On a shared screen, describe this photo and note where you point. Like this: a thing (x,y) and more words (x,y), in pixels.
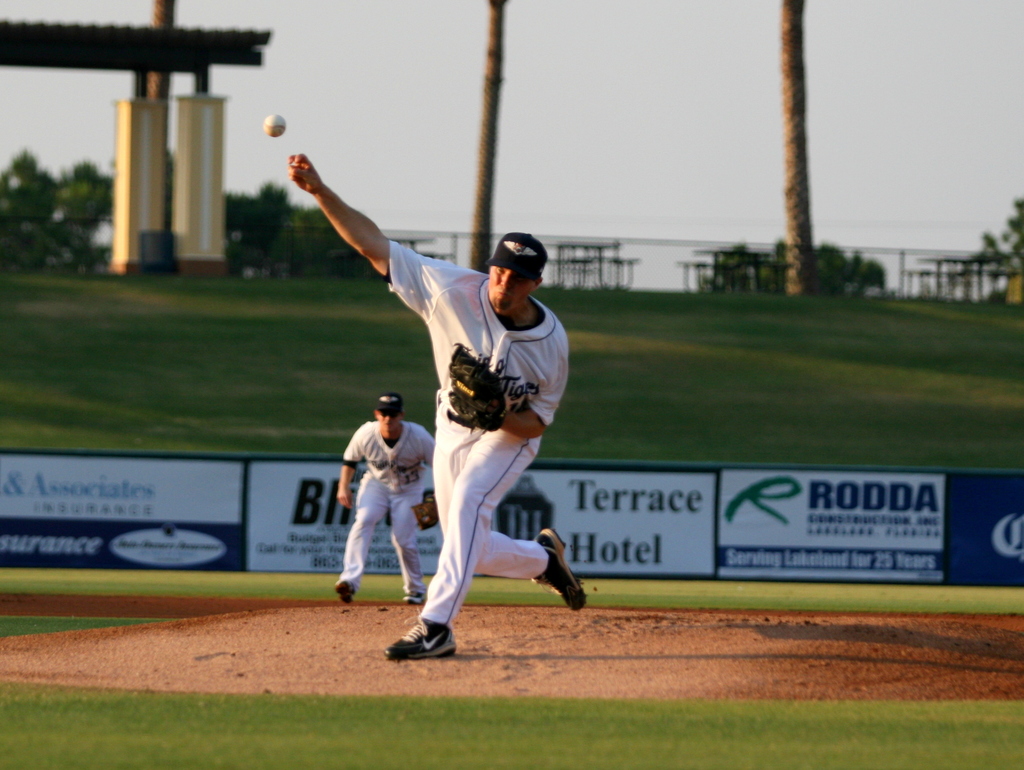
In the center of the image (533,269) there is a person (519,259) throwing a baseball (269,119). he is wearing a glove (489,414). At the bottom of the image (528,704) there is grass (631,755). In the background of the image (778,247) there is fencing (734,244). There are pillars (216,199). There are tree trunks (484,188) and there are advertisement boards (767,480).
